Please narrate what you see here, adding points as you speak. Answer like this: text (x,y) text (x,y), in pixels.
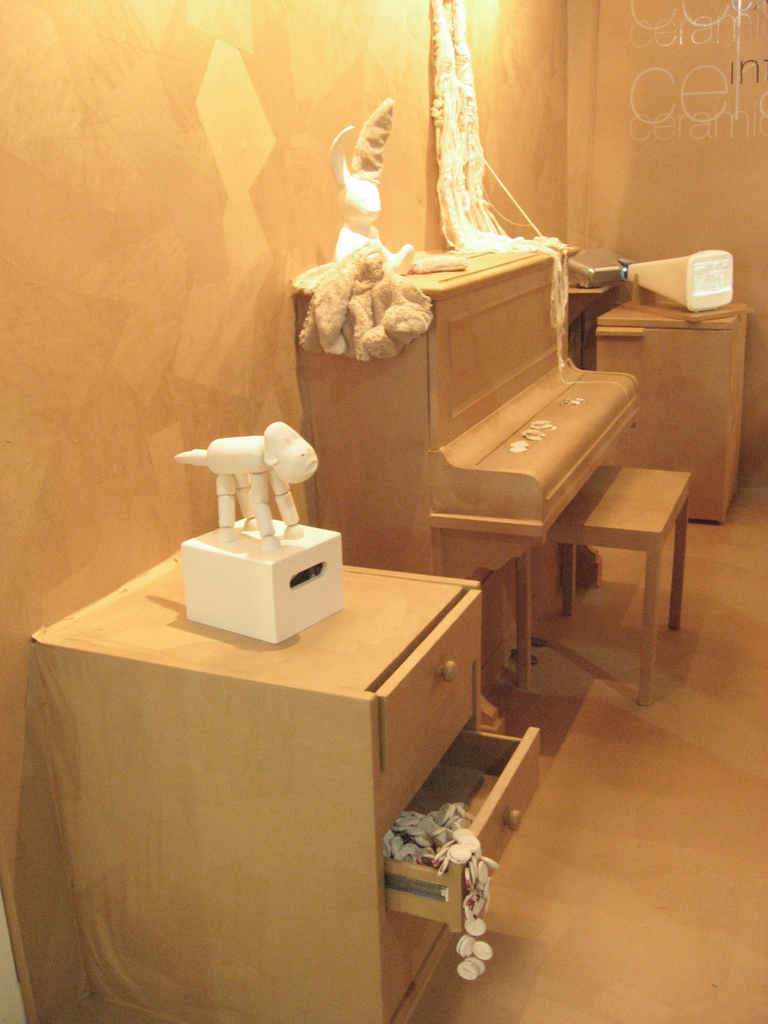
In this image I see a room (671,5) in which there are cabinets (147,1023), a keyboard (441,488) and few toys (383,111) and the wall (22,188).
